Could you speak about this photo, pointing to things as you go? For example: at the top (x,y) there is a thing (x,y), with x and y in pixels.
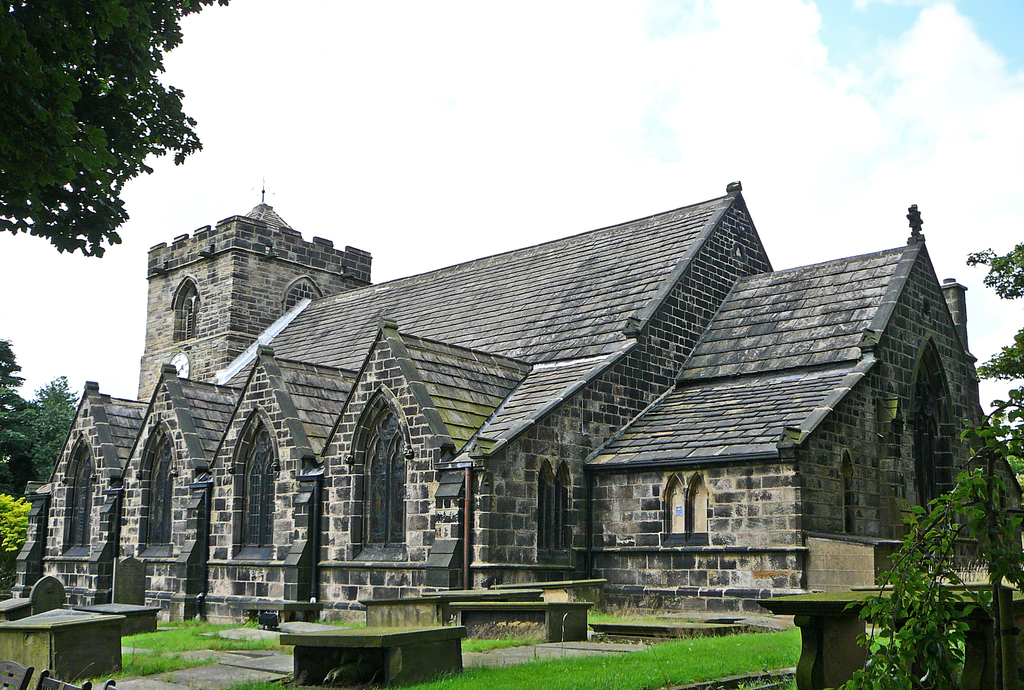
In this image I can see a building (532,401) in grey and brown color. I can see windows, cement benches (411,600) and trees (168,36). The sky (469,84) is in blue and white color.
